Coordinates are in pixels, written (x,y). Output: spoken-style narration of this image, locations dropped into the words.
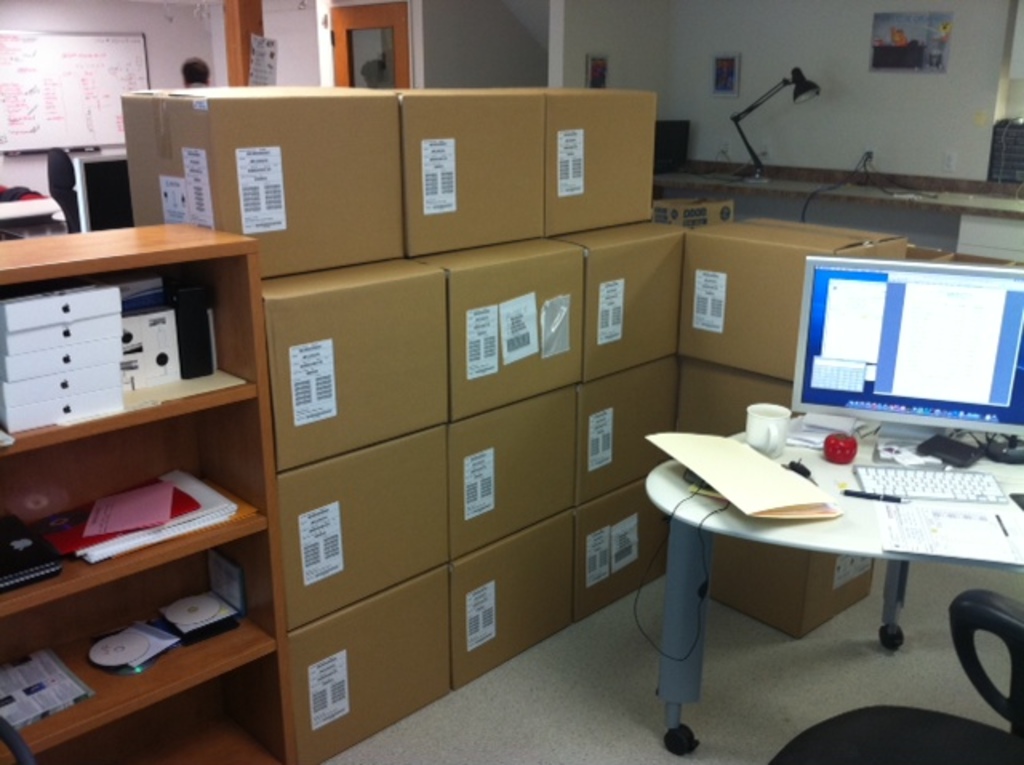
In this image there is a table (851,523). On the table (898,559) there is a computer (886,401). On the table (871,509) there are papers (940,528), pens (870,492) and a cup (770,427). Behind the table (784,454) there are boxes (451,411). There are labels (520,357) on the boxes (533,263). To the left (81,432) there are cupboards (130,613). There are books (114,534) and boxes (94,382) in the cupboard (93,465). In the background (178,10) there is a wall (510,44). To the left (106,52) there is a board (96,60). To the right (779,86) there is a table lamp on the table (956,199). There are picture frames (891,47) on the wall (841,71).
